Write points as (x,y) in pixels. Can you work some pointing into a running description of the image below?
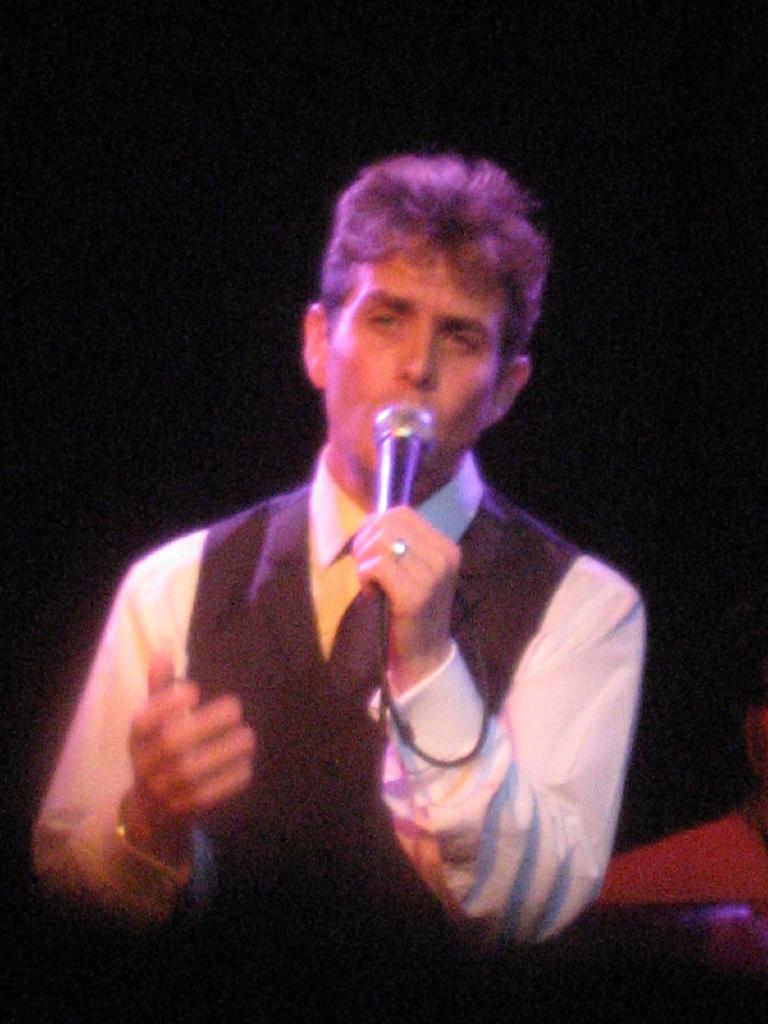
in this image i see a man (82,759) who is wearing a vest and he is holding a mic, In the background (540,459) it is dark.
